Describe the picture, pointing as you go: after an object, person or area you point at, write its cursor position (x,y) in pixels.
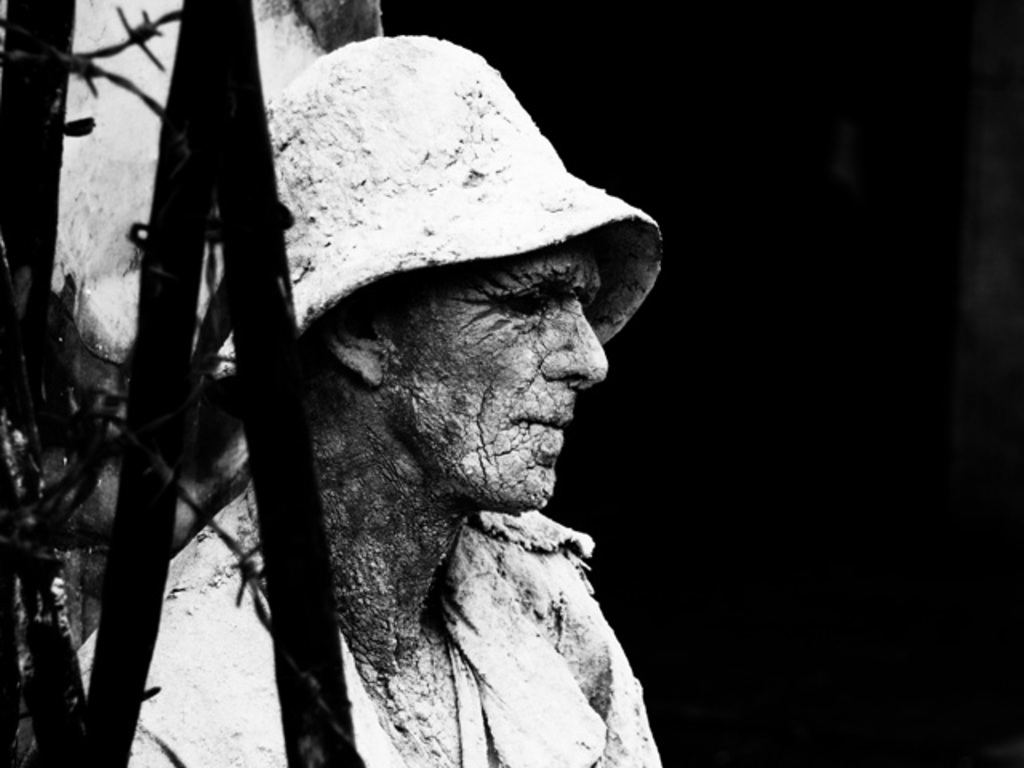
In this picture we can see a statue (391,356) and fence (206,187).
